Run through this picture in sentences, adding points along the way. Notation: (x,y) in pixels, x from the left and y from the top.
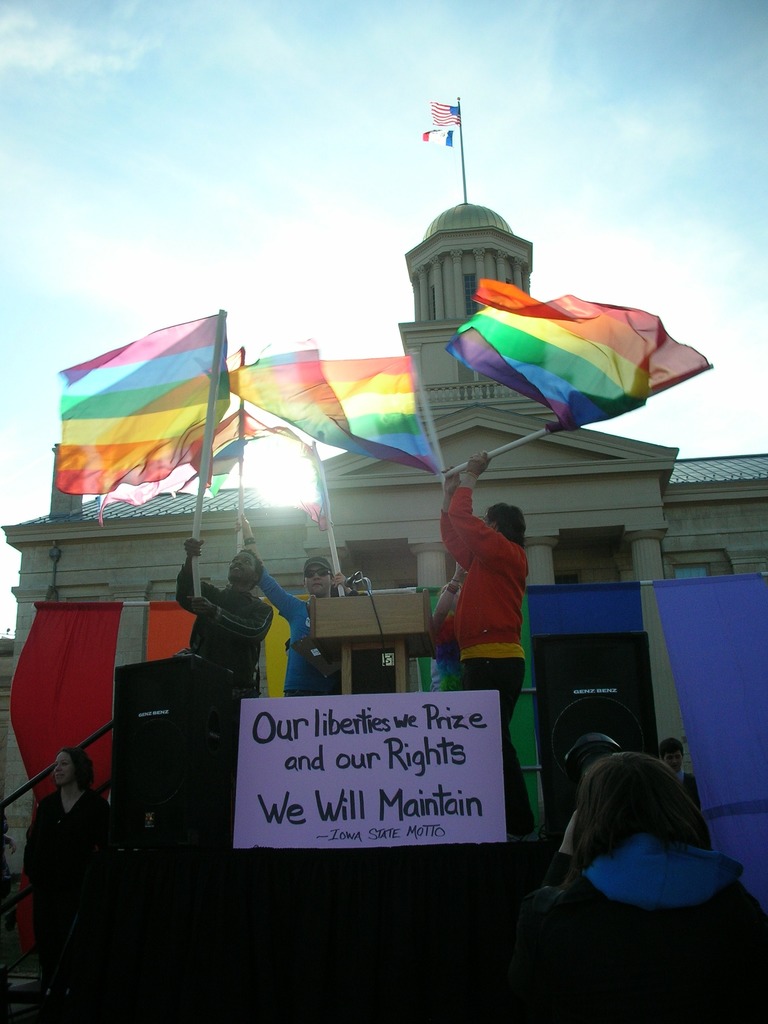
This picture shows a building (728,516) and we see few people (443,529) holding flags (252,417) in their hands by standing on the dais (507,843) and we see a podium (341,636) with a microphone (356,586) and couple of speakers (557,685) and we see couple woman (86,811) standing and we see a placard (419,783) and we see building (427,275) with flag pole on it and a blue cloudy Sky (593,66).
